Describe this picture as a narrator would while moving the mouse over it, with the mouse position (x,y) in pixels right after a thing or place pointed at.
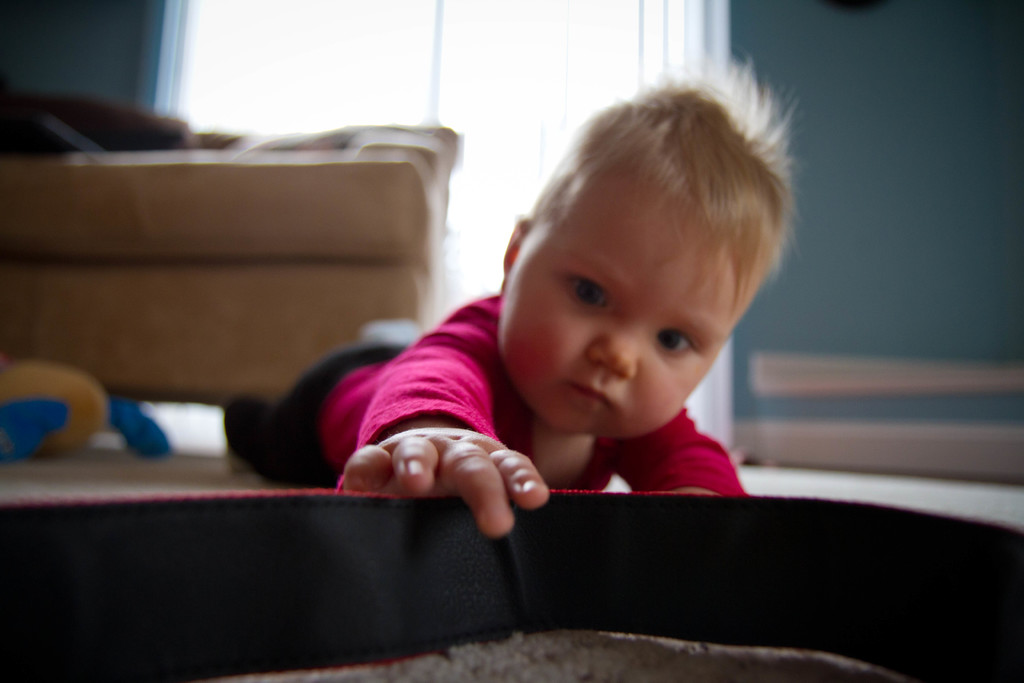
In this image we can see a kid (475,342) lying on the floor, he is touching an object (360,553), behind him there is a couch (270,273), a toy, also we can see the wall (830,179), and the window (349,114), the background (931,225) is blurred.
